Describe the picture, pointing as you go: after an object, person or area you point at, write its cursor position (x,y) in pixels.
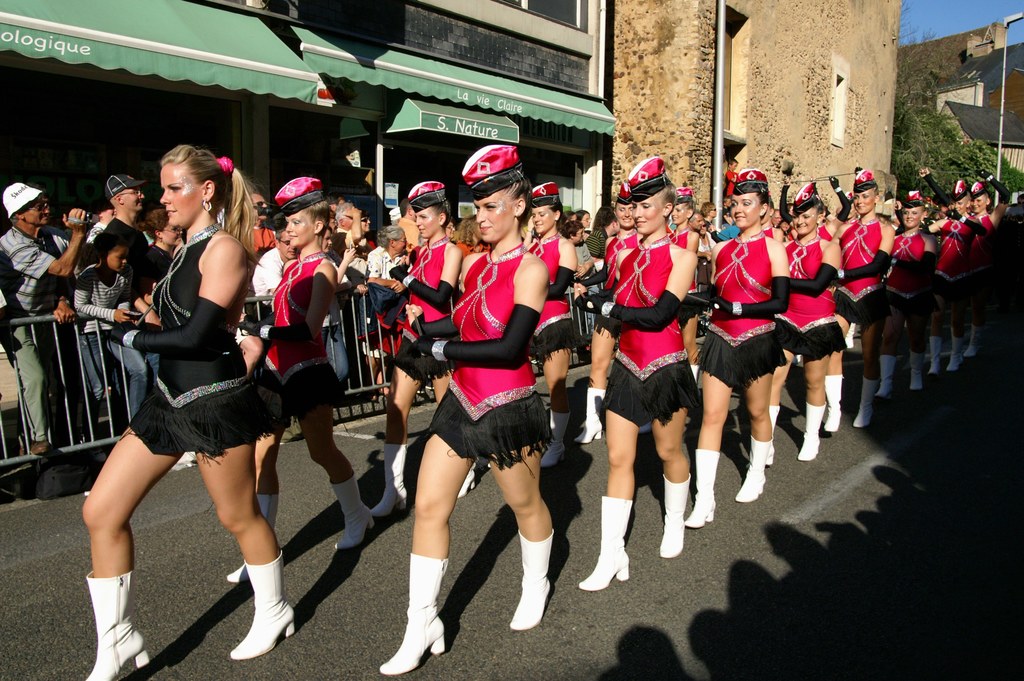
In this image we can see ladies (627,284) walking on the road (664,574). They are all wearing costumes (661,295). In the background (611,154) there are buildings (439,38), trees (963,163), poles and sky (960,26). There is crowd (607,233) and we can see a fence (100,397).
